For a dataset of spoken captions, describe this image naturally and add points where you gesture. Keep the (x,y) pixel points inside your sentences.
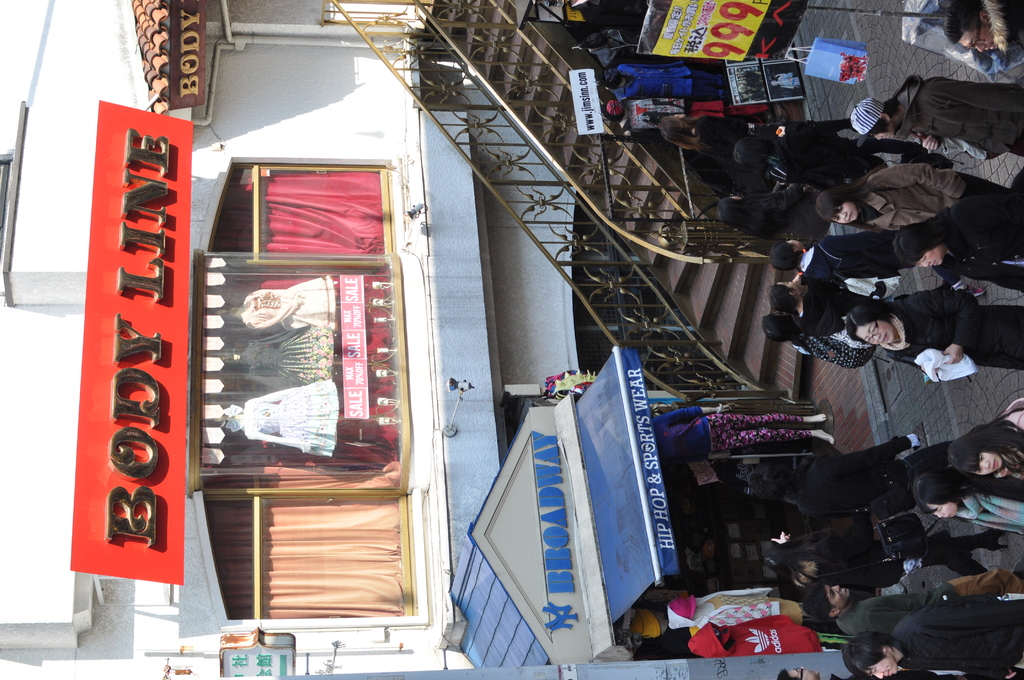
This picture is of outside. In the center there are group of persons (950,228) seems to be walking. On the right (752,17) there is a board (734,14) to which a bag (826,56) is hanging. In the center (675,424) there is a staircase (753,333) and a tent (612,489) with a mannequin (753,423) and in the background (293,131) there is a board (131,482), window (302,544), mannequins (298,376) and the building (371,138).
